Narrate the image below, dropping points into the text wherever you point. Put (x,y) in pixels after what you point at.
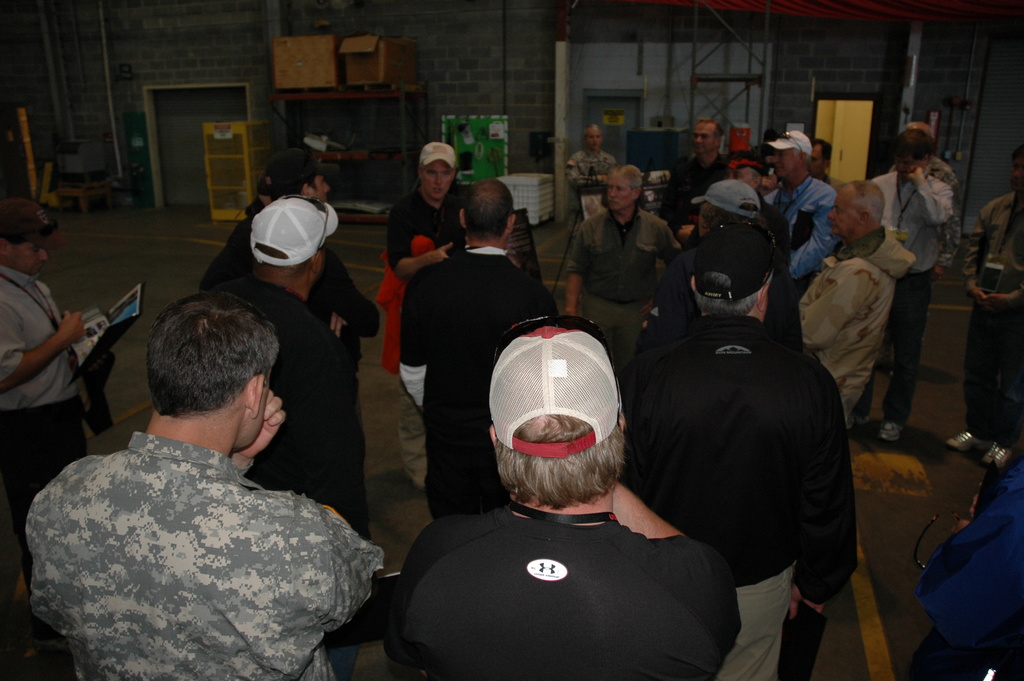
In this image at the bottom (506,565), there is a man (551,560), he wears a shirt (580,611) and cap (535,404), and there is a man (213,523), he wears a shirt (221,565). On the left (57,340) there is a man (58,324), he wears a shirt (45,322). In the middle (476,296) there are many people (749,269). At the bottom (901,580) there is a floor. In the background (338,127) there are boxes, posters (471,136) and wall (185,59).
